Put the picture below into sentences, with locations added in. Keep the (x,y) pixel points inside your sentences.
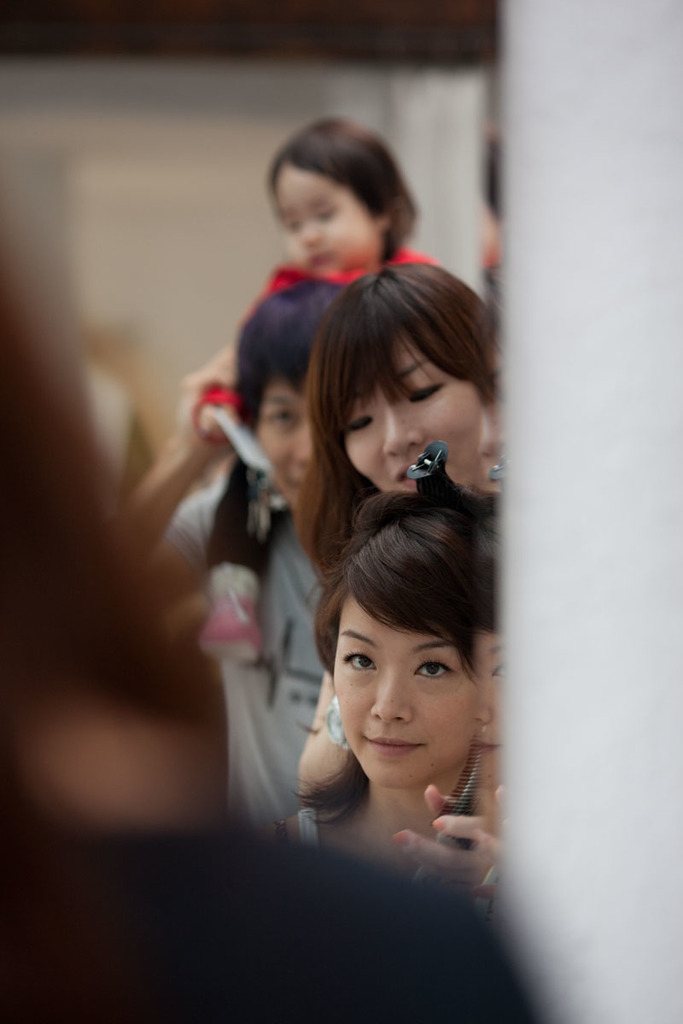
We can see glass (447,840), in this glass (381,842) we can see people (442,492). Background (633,468) it is white.
